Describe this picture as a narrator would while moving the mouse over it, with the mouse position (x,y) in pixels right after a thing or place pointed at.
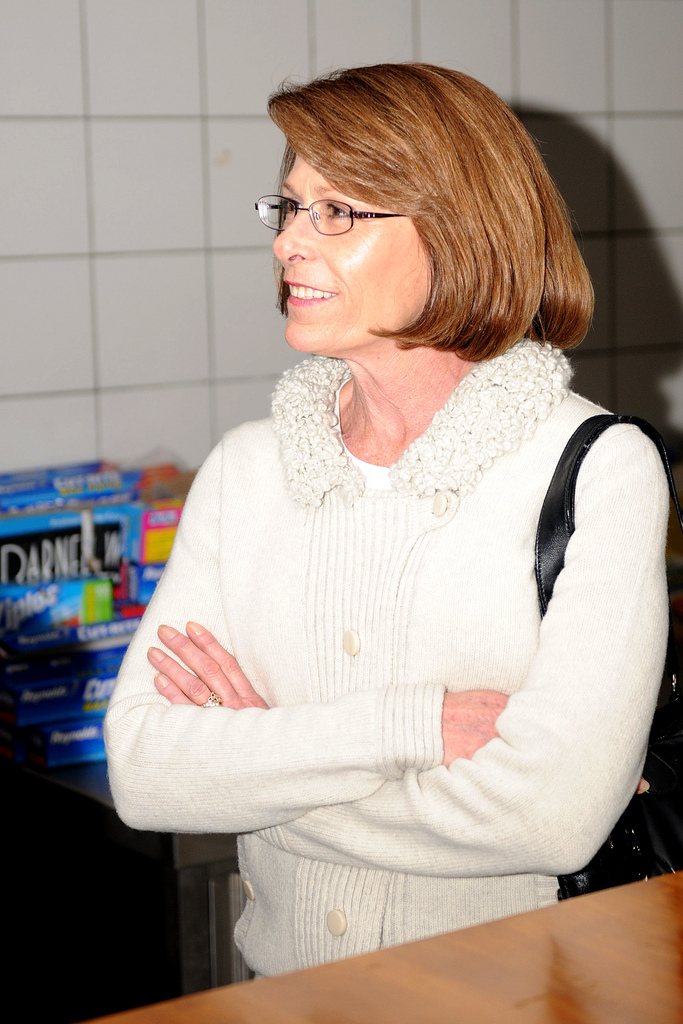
There is a lady (211,493) standing in the foreground area of the image (316,568), it seems like a table (416,959) at the bottom side (530,971) and cardboard boxes (107,565) in the background (32,586).
